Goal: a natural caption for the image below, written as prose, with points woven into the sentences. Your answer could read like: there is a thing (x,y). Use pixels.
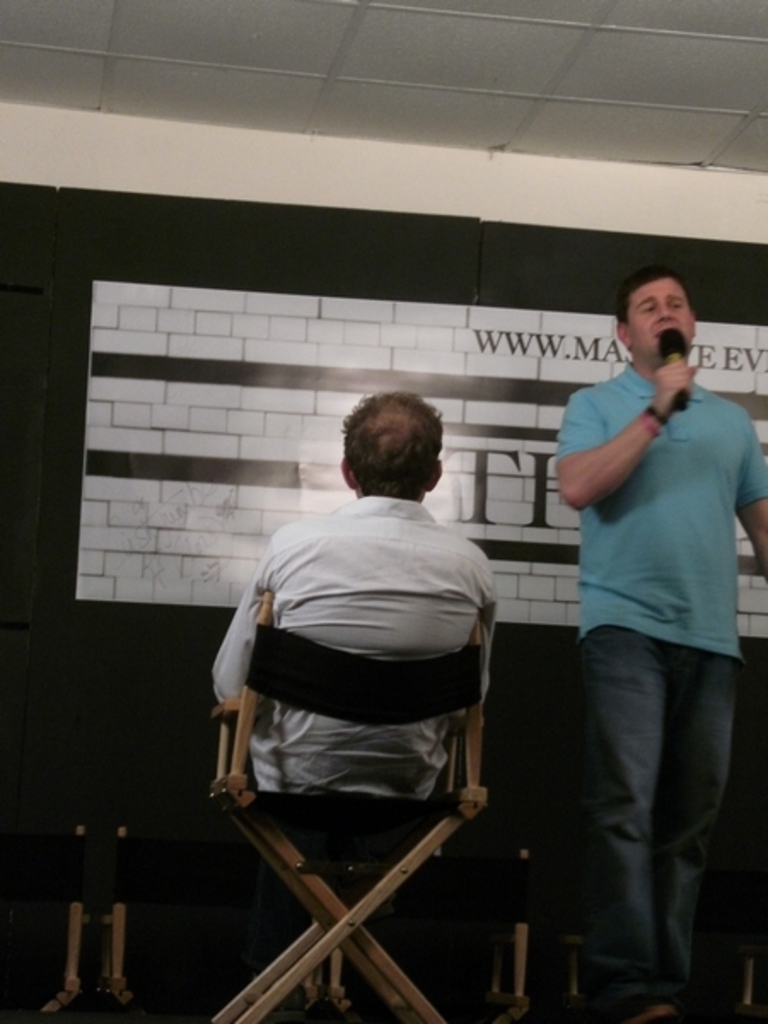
There are two people (263,789). On the right side (654,531) we have a one person (659,546). His standing and his holding a mic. In center (391,621) we have a another person (357,562). His sitting on a chair (269,794).
